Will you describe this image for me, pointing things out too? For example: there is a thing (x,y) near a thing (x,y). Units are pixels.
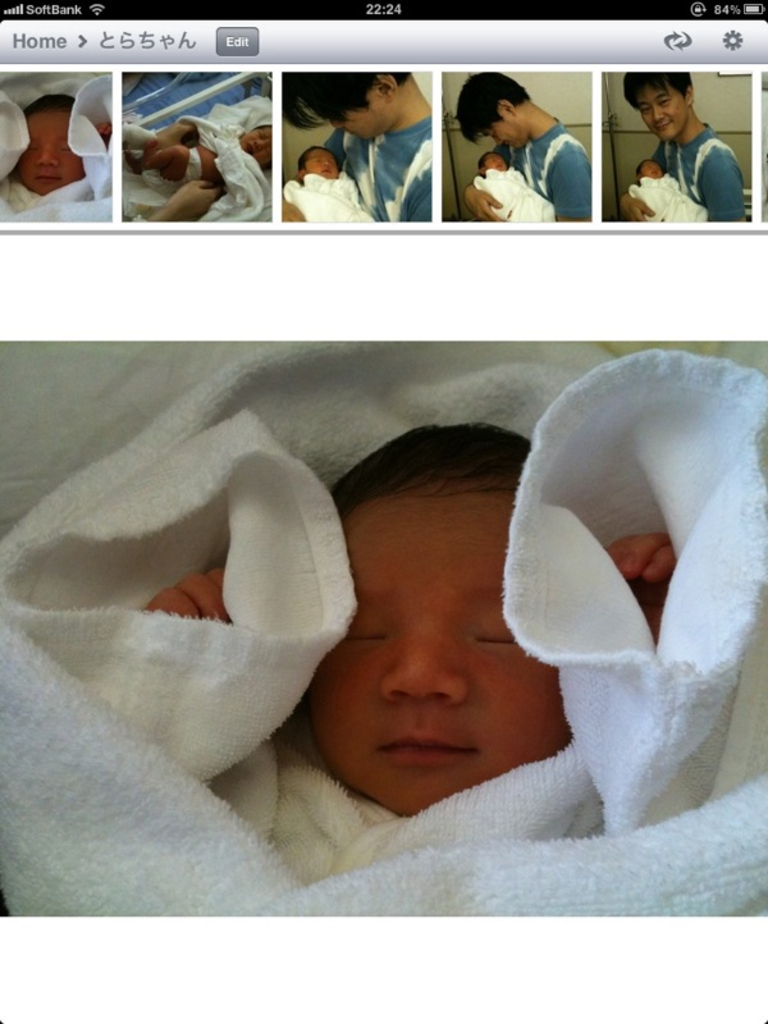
In this picture we can see a screenshot of the mobile (452,66). In front (343,760) there is a small baby (359,762) sleeping in the white cloth (236,874).
